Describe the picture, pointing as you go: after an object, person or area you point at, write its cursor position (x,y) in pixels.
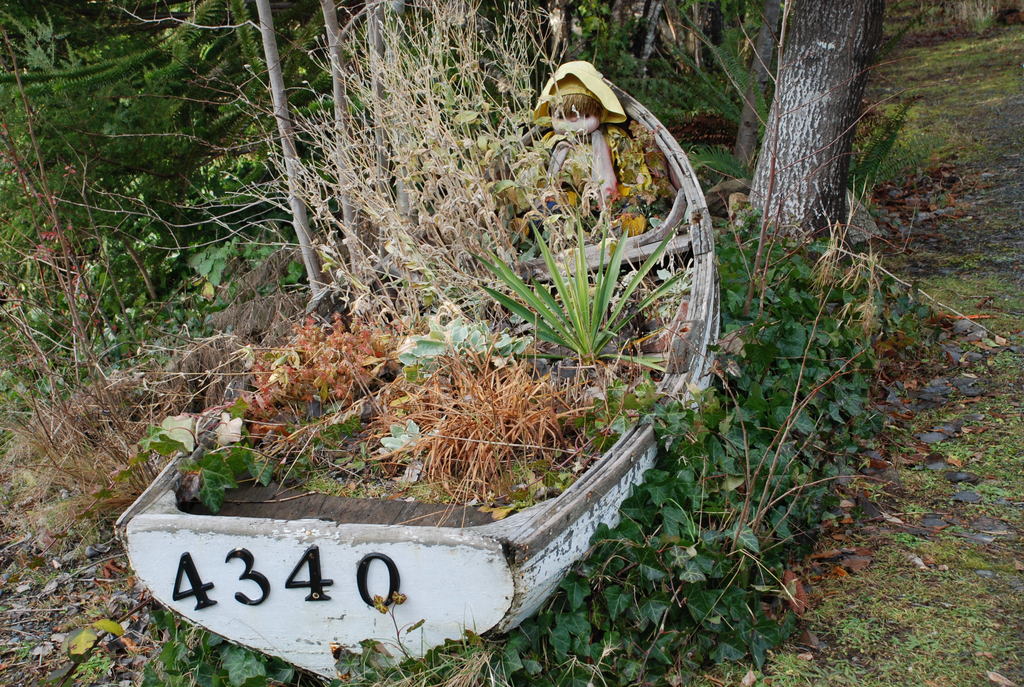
In this image we can see a wooden boat (455,573). In the boat (392,536) plants (432,324) and doll (564,147) are there. To the both sides of the boat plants (808,432) are there and right side of the image (818,103) one tree (817,101) is there.
